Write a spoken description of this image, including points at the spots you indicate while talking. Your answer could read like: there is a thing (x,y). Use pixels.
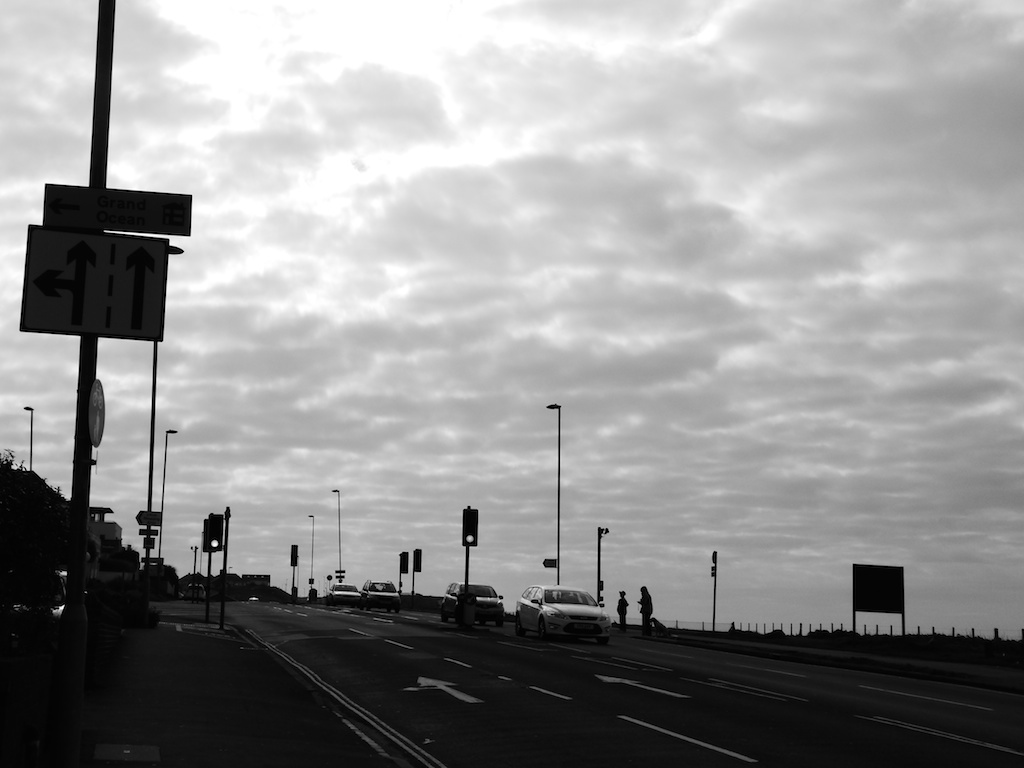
In this image I can see at the bottom (481,645) some vehicles (575,620) are moving on the road (503,648) and there are traffic signals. On the left side (144,259) is the sign board (163,292), at the top (660,199) is the cloudy sky (660,198). This image is in black and white color.
